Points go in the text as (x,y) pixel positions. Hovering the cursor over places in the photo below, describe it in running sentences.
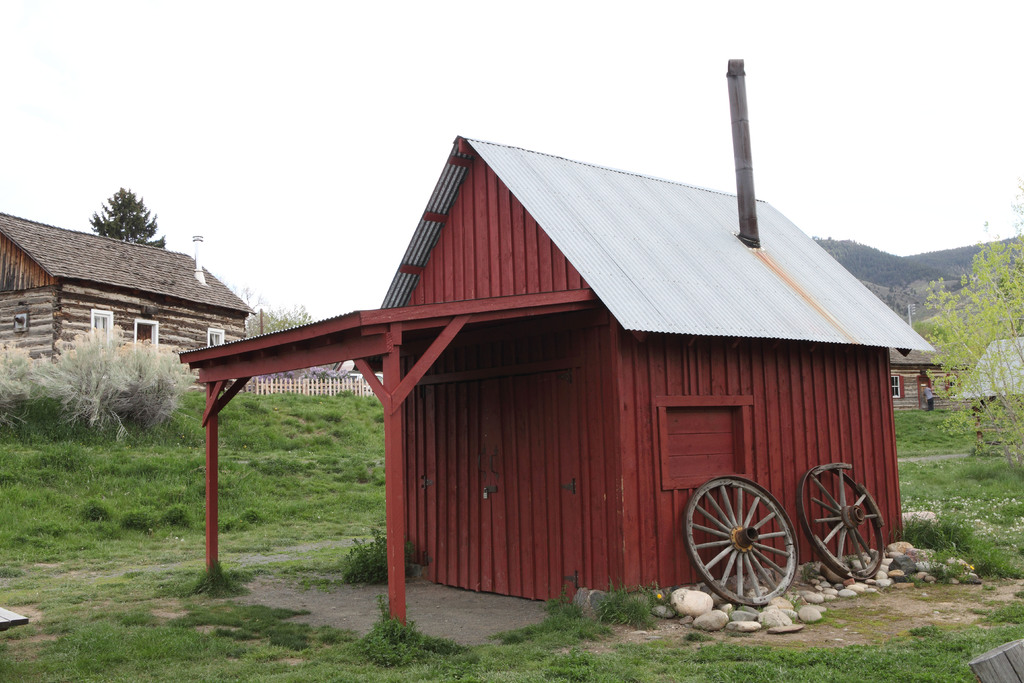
This is a picture taken in the countryside. In the foreground of the picture (370,322) there are wheels (728,550), stones (695,609), grass (659,655) and a house (401,328). In the center of the picture (349,403) there are trees (991,326), grass (957,439), flowers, houses (105,310), and railing (349,386). Sky (909,244) is cloudy.
